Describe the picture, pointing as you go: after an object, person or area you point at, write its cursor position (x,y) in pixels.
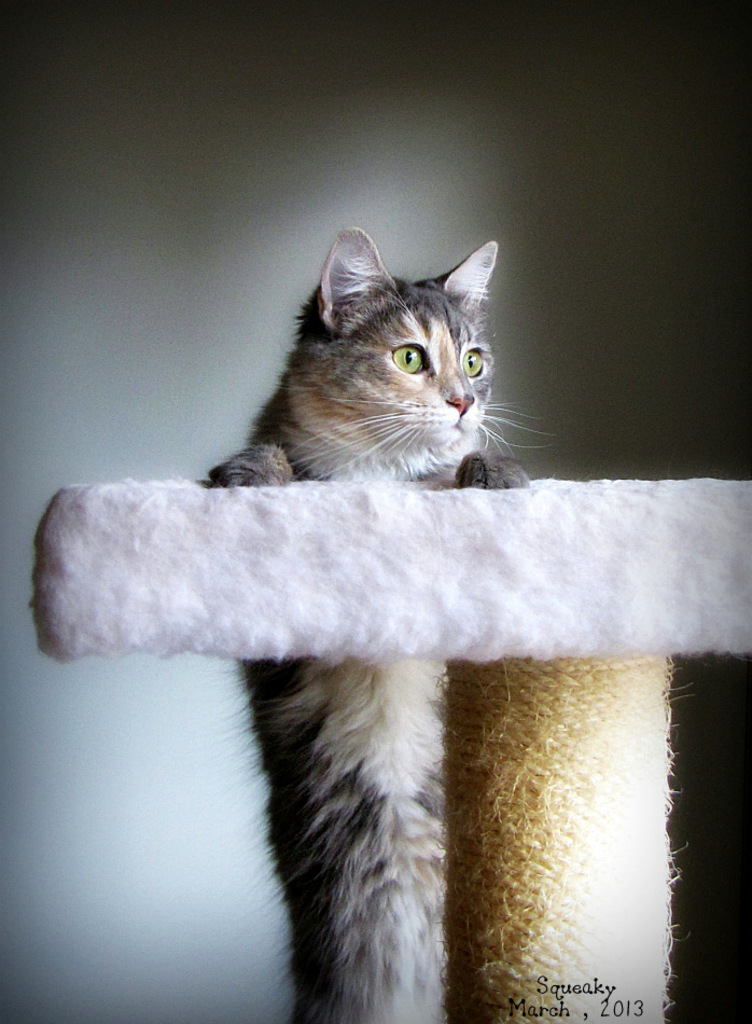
In the center of the picture (429,374) there is a cat (401,885) holding an object (506,566), behind the cat (270,453) it is wall (411,207).
